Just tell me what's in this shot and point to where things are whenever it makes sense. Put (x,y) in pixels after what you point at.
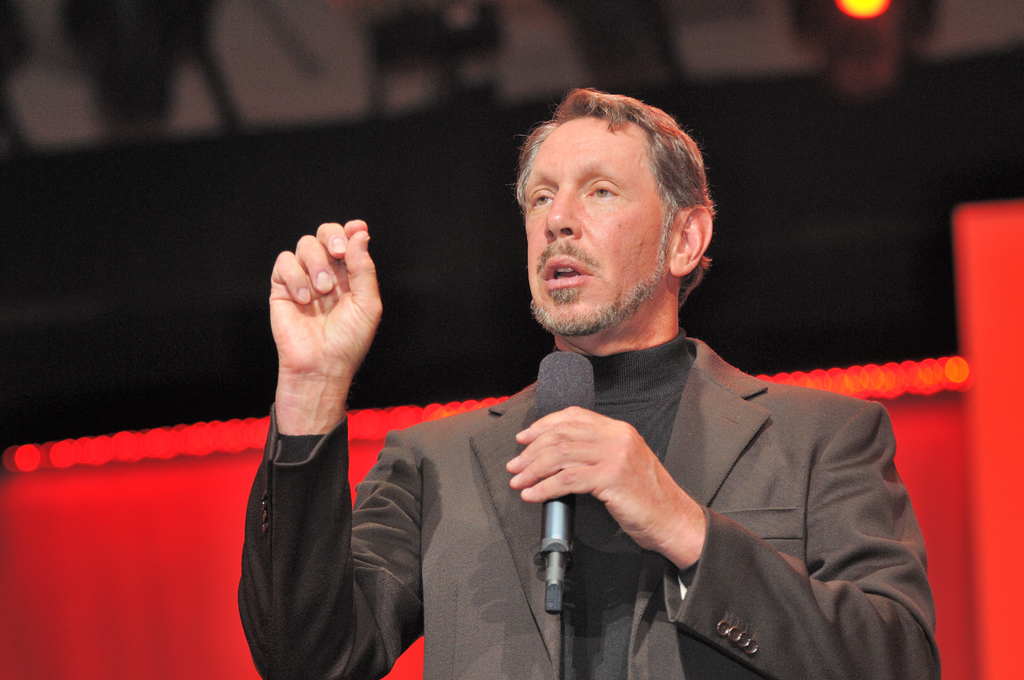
In this image we can see a man (861,641) wearing black blazer (403,640) is holding a mic (554,504) in his hands (554,472). We can see black and red color in the background (963,537).
